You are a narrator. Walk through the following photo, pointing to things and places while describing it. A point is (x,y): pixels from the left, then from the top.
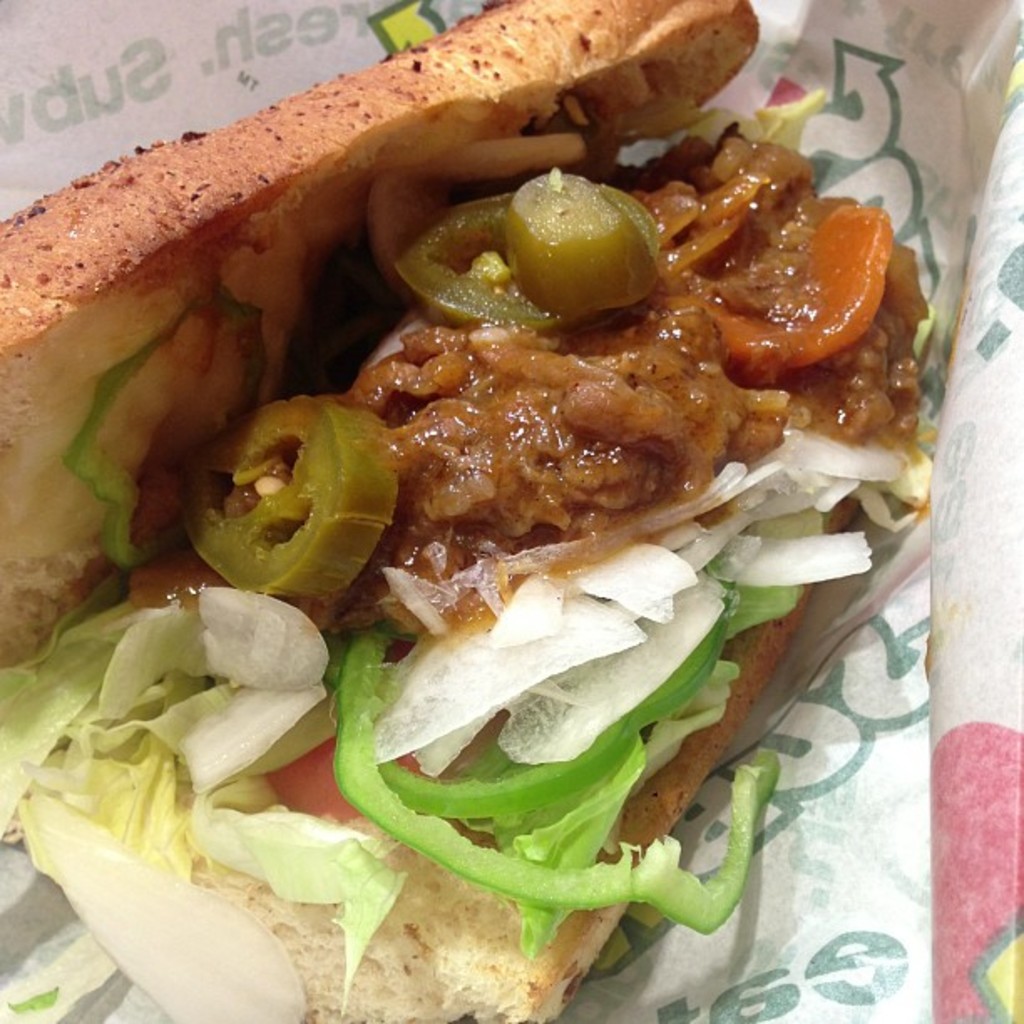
In this image I can see food (300,426) in the centre (618,500) and around it I can see a white colour paper (824,725). On this paper (945,250) I can see something is written.
